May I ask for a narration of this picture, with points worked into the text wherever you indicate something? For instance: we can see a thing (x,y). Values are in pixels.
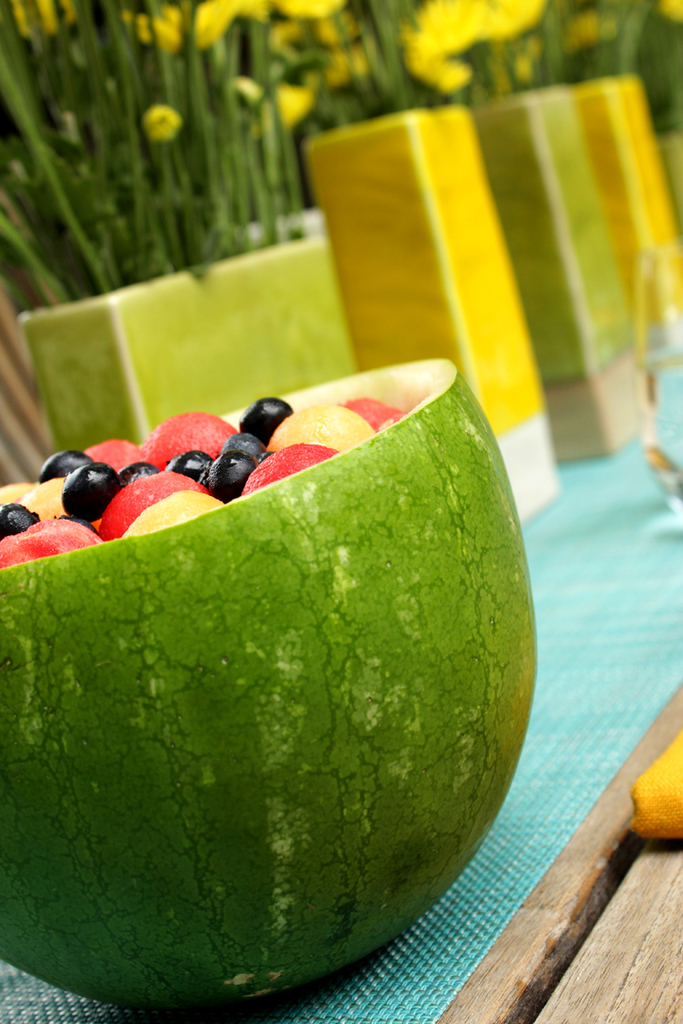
In this picture we can see a wooden table (510,964) and on the table (533,966) there is a cloth (565,752), house plants (340,319) and some fruits (197,503).
